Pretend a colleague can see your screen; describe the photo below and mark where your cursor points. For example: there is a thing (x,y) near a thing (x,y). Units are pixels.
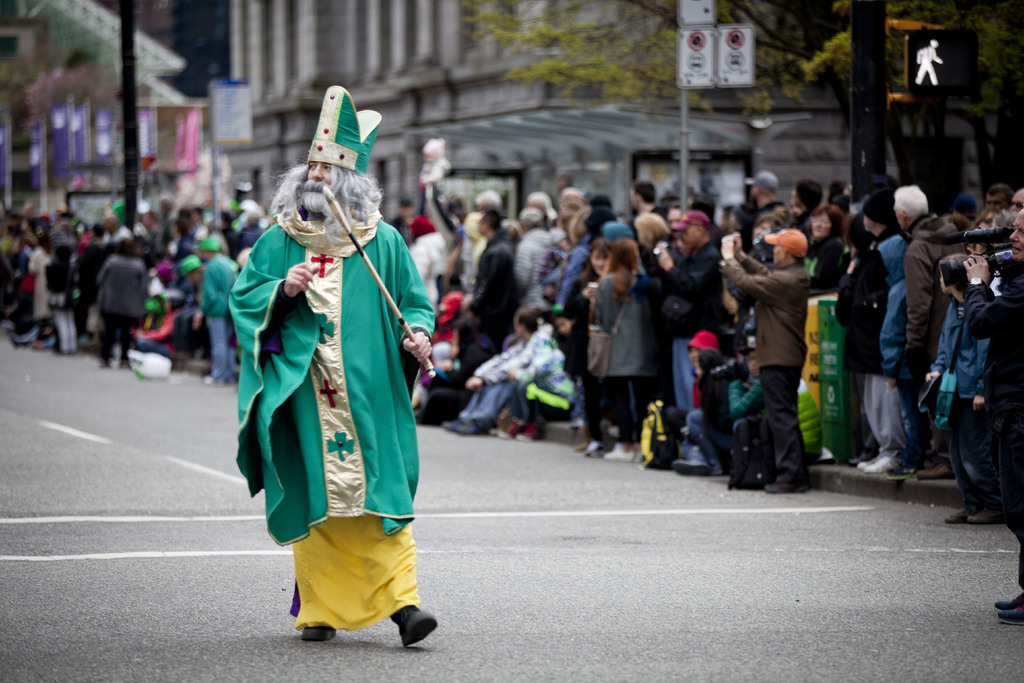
In this image, in the middle (419,328), we can see a man (405,350) wearing green color robe (369,329) and holding a stick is walking on the road (523,552). On the right side (1017,292), we can see a man (994,326) holding camera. In the background (880,426), we can see a group of people (776,264), few people (759,406) are sitting on the footpath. In the background (917,69), we can also see traffic signal (917,69), hoardings (101,123), buildings (47,14), trees (675,0). At the bottom (534,527), we can see a road (50,455) and a footpath (905,479).
